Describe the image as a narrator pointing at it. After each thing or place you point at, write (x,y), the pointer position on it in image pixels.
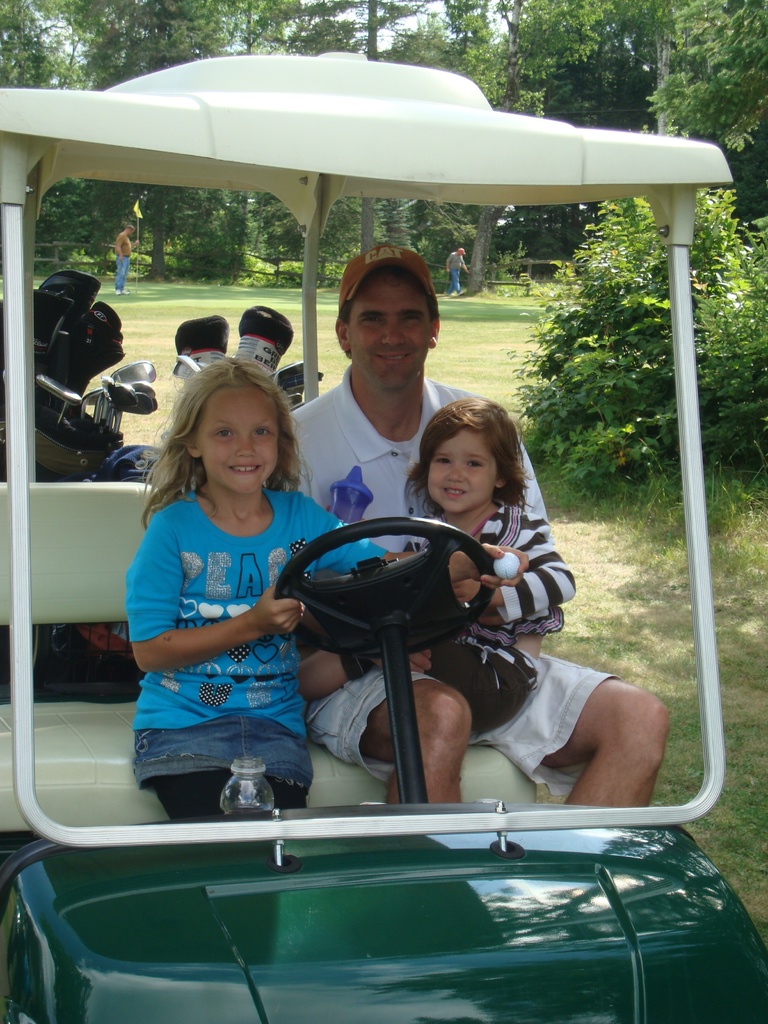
In the center of the image (258,680) three persons (397,480) are sitting in a golf cart (83,170). In the background of the image (409,44) we can see trees (148,191) are there. On the right side of the image (631,378) plants (584,370) are present. In the middle of the image (506,353) grass (684,642) is there. At the top of the image (416,16) sky (410,25) is present.
